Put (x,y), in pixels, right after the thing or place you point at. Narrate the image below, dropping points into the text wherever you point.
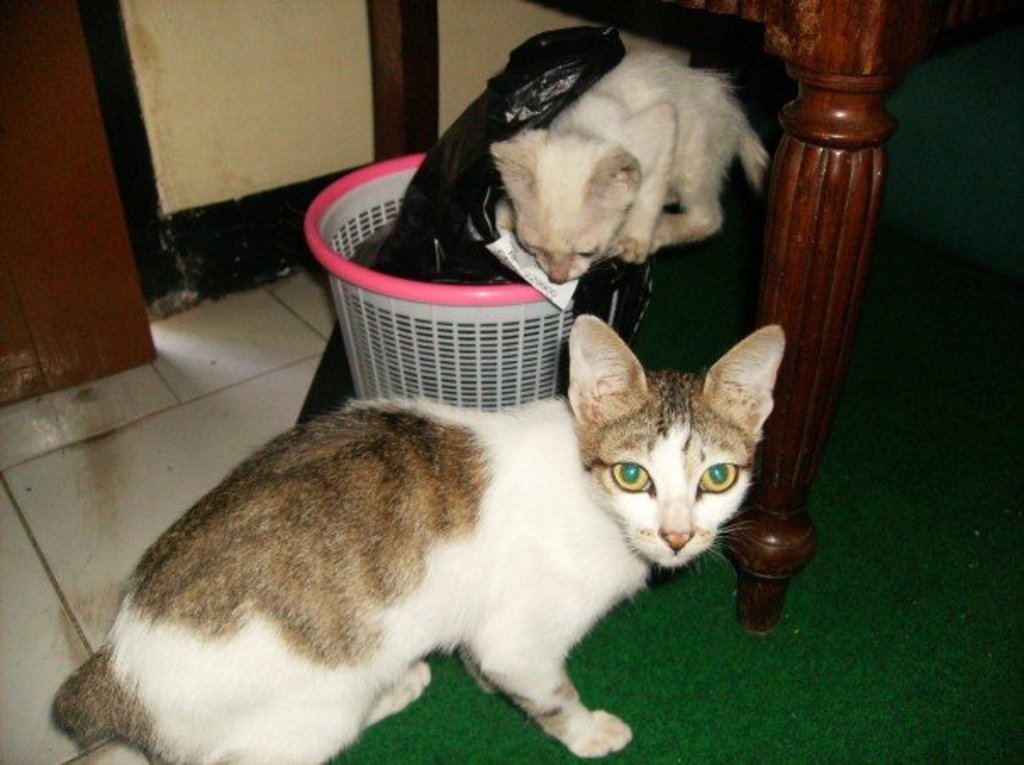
In this image there is one cat (450,542) at bottom of this image (397,622) is in white color and there is one another white color cat (611,184) at top of this image (576,156). There is one dustbin (427,306) at middle of this image (407,302) and there is a wall (293,131) in the background (198,67) and there is one table (829,202) at right side of this image (838,222).
